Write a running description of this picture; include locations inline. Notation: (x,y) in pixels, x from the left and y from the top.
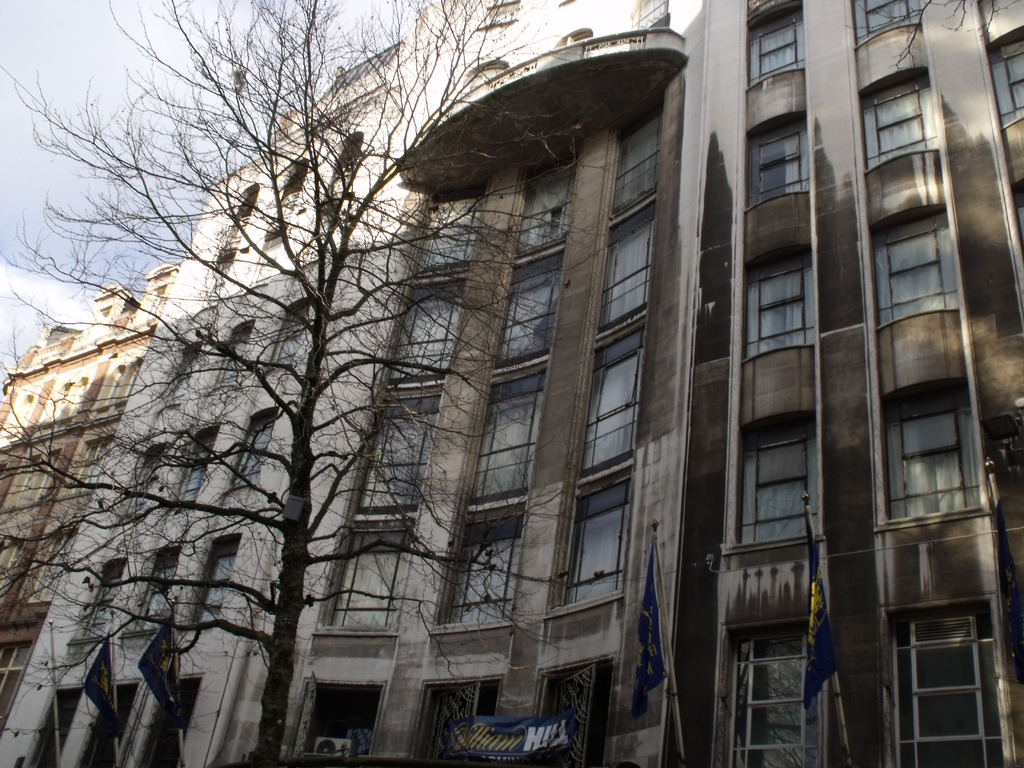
These are the buildings (630,345) with the windows (906,423). At the bottom of the image (544,728), I can see a banner (460,744) and the flags (144,665) hanging to the poles (674,707). This is a tree (306,416) with the branches (313,343).
